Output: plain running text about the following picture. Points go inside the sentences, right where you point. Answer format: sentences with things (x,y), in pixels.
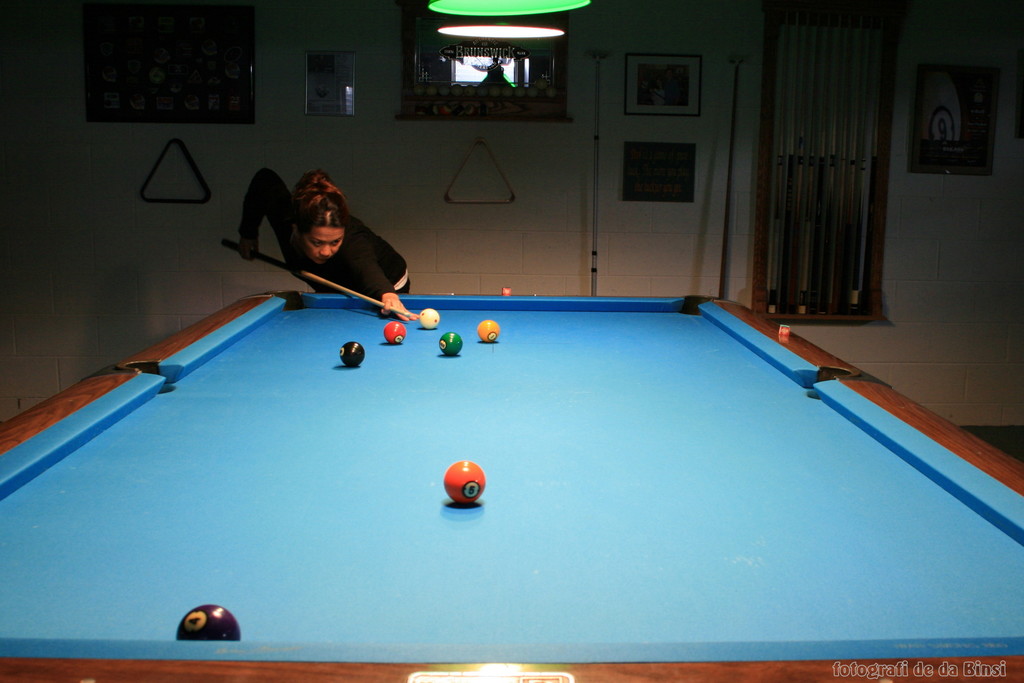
In this picture a lady (366,267) is playing billiards, she is wearing black top (354,271). She tries to pick this white ball (433,318) and this is the billiards table (494,487) and these are the balls (450,349) present here and this looks like a indoor game playground room (603,270) or something.
